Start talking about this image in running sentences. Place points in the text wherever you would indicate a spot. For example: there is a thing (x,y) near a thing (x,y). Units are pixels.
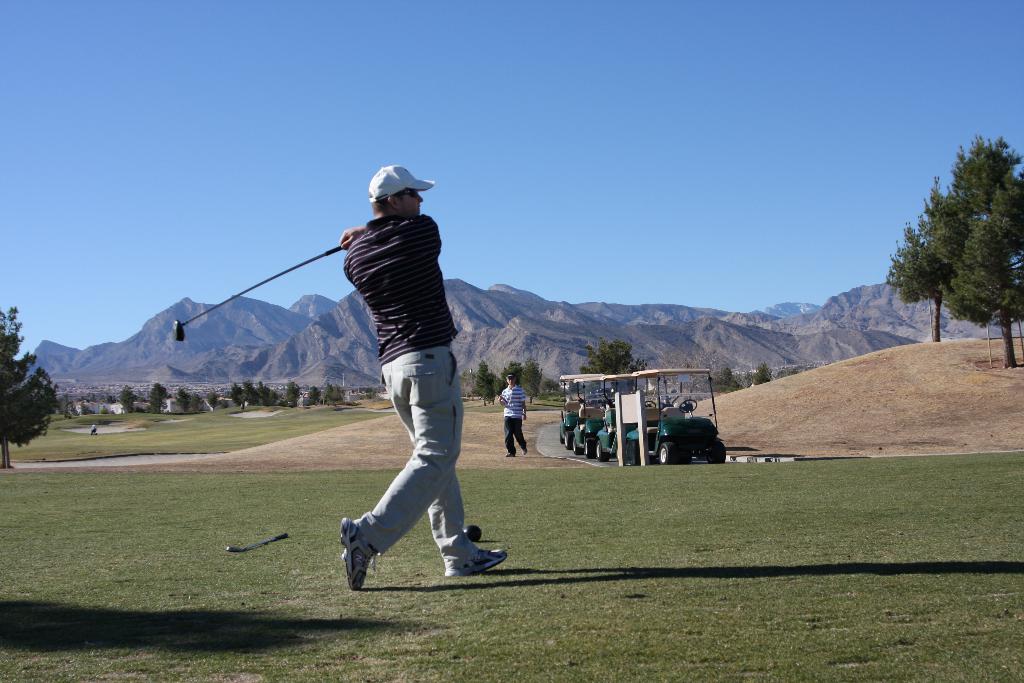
In this image in the center (402,365) there is a man (436,393) playing. In the background (517,417) there is a man (514,411) walking and there are vehicles (608,412) on the road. There is grass (238,433) on the ground (275,419) and there are trees (312,392), there are mountains (291,332).
